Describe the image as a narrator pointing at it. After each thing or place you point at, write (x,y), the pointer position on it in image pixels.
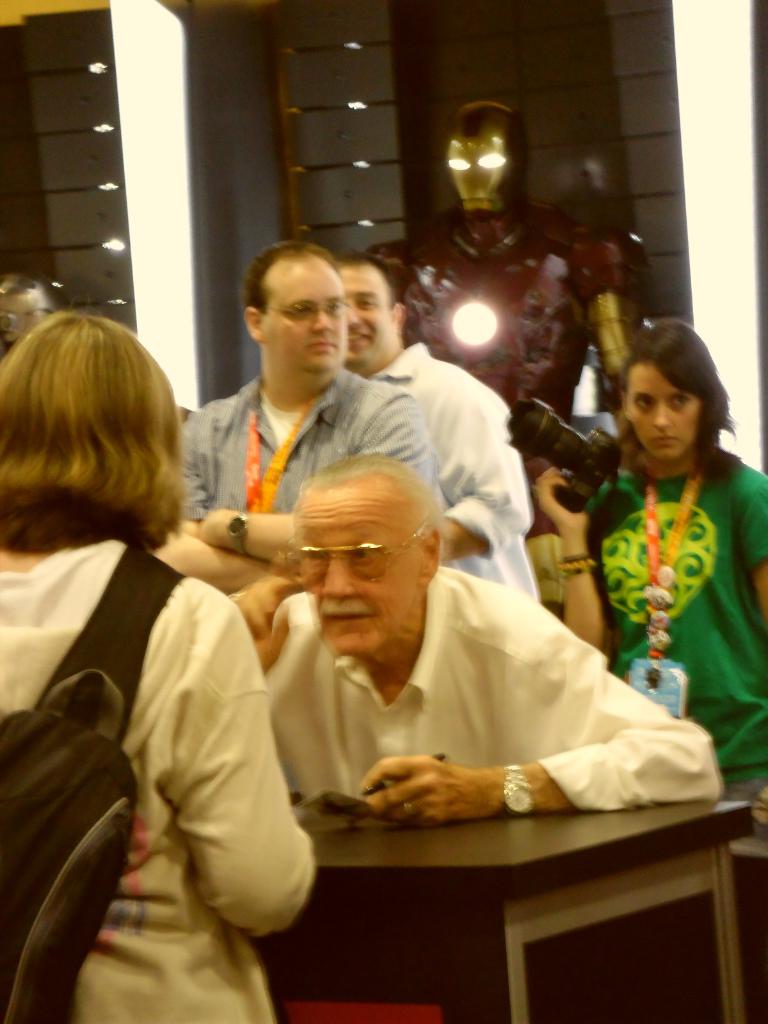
In this picture we can see a group of people (331,639) where one man (373,632) wore spectacle (373,566), watch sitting and talking to the woman (144,667) where she is carrying bag (103,626) and at back of him we can see some persons (450,438) and woman (671,440) holding camera (550,448) with her hands (555,479) and in background (426,284) we can see robot (562,237), lights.
